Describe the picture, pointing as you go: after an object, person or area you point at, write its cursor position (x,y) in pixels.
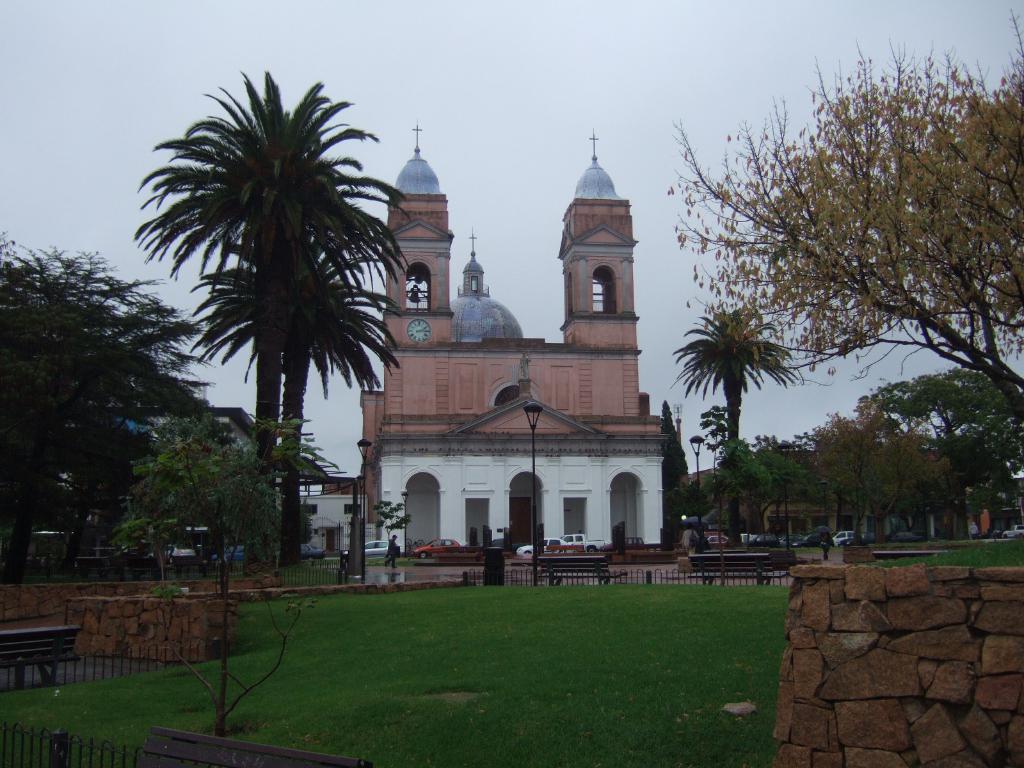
In this picture we can see the grass (541,614), fences (333,574), benches (580,572), walls (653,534), vehicles (369,547), trees (239,486), buildings (601,494), light poles (533,490) and some people (391,554) and some objects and in the background (531,189) we can see the sky (567,84).
